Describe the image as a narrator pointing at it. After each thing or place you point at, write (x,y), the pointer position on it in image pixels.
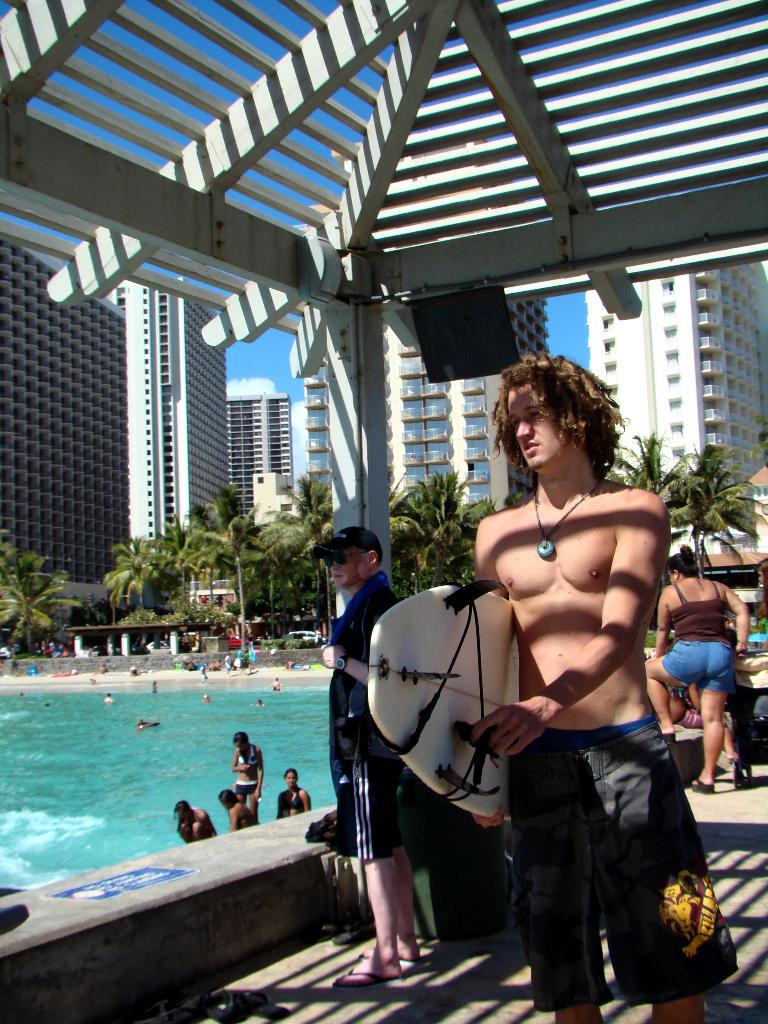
In this image there is a person (654,789) standing and holding a surfing board (488,646) in his hand (516,718), behind him there are a few people (701,685) standing, above him there is a ceiling (484,112). On the left side of the image (40,710) there are few people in the sea (150,733). In the background (111,621) there are a few people (215,665) standing, trees (459,569), buildings (403,436) and the sky (274,184).
